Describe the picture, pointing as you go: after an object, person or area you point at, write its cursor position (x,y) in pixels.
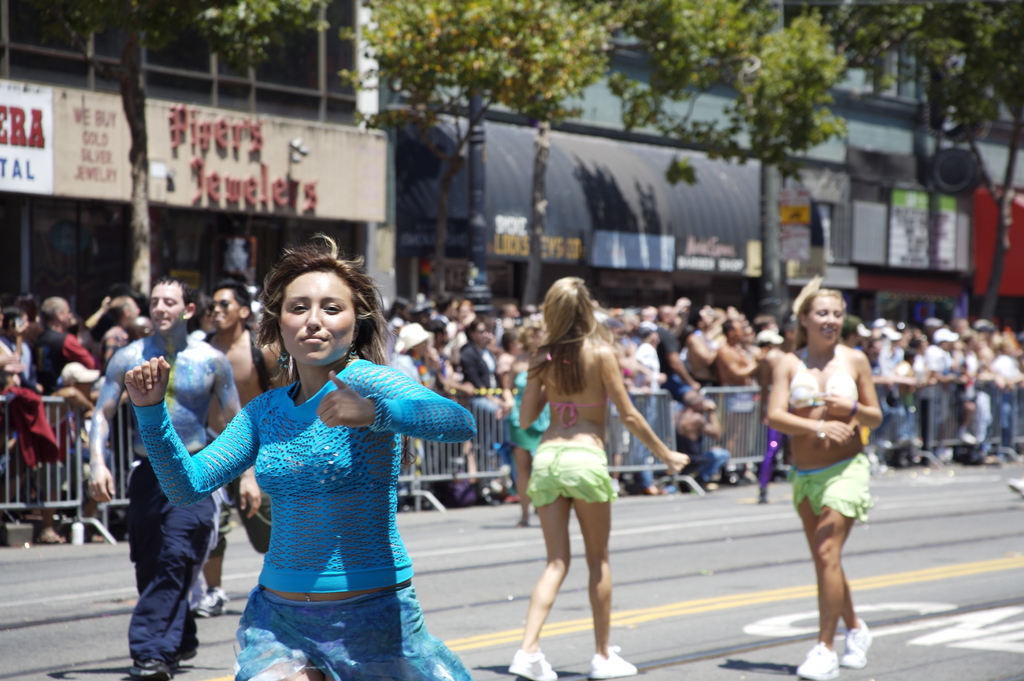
Front these people (349,364) are on the road (792,605). Background (702,322) it is blurry and we can see crowd (717,321), fence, buildings (213,156), trees (226,18) and hoardings (24,147).
